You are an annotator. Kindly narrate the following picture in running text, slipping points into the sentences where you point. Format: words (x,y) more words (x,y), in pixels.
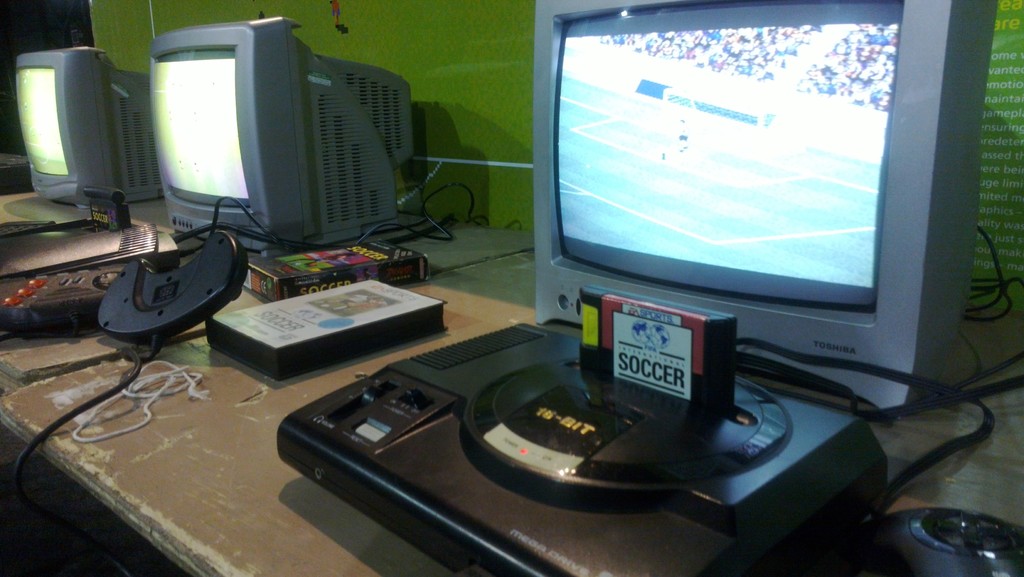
In this picture I can observe monitors (622,204) on the tables (110,448). In the background (356,10) there is a green color wall (318,23).
